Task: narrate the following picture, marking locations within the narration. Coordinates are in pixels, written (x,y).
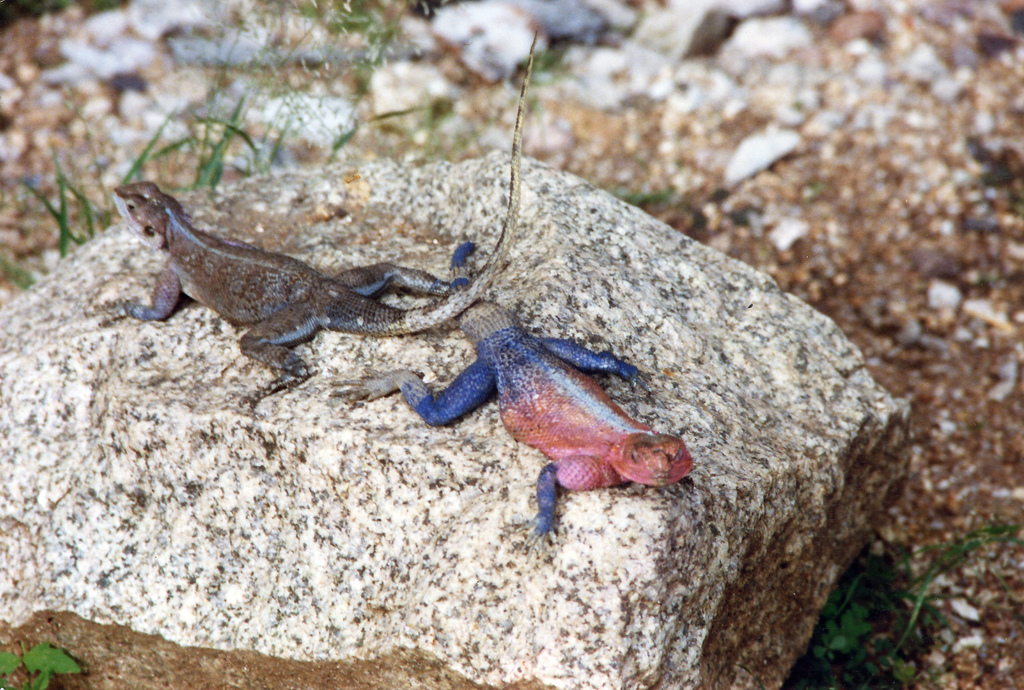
There is a stone (424,508). On that there are two lizards (515,373). In the back (182,160) there is grass (133,173) and is looking blurred.
